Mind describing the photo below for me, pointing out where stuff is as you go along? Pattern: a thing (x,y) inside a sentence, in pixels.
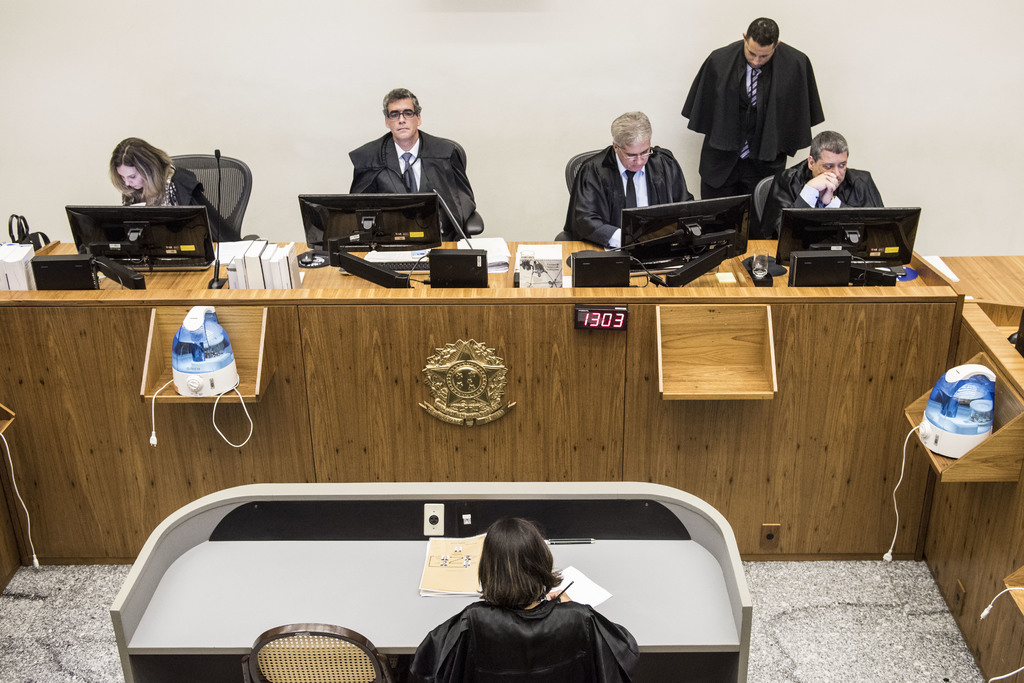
In the picture we can see a desk (730,424) which is of wooden and there is a electronic clock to it, behind the desk (743,427) we can see four people (418,164) sitting on chairs (241,172) and working on the monitors (744,221), and then there is a man (769,107) standing and watching them, near the wall (277,172), in front of the desk (721,413) there is one more desk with one person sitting and writing something in one paper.
